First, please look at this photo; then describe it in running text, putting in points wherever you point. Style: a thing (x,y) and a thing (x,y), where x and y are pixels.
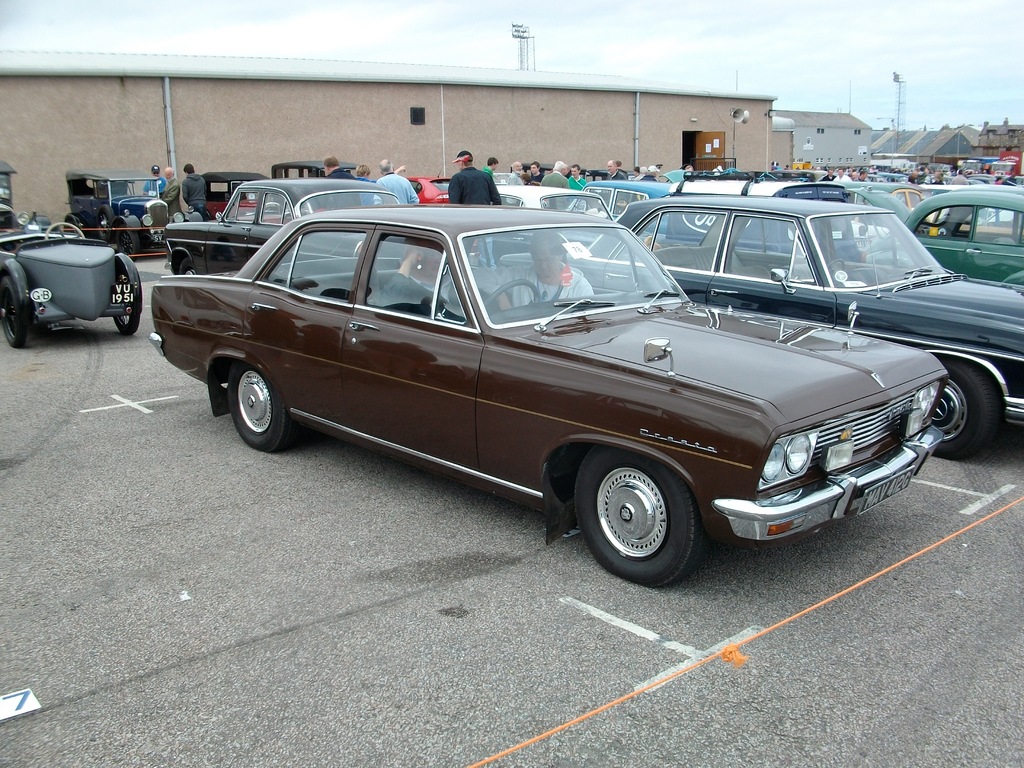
In this image we can see some cars (536,492) parked on the road (374,479). We can see a man (400,295) and a woman (408,283) in a car (529,332). On the backside (330,139) we can see a house (764,117) with a roof (802,117), poles (898,119), some people (550,177) standing and the sky (751,14) which looks cloudy.
